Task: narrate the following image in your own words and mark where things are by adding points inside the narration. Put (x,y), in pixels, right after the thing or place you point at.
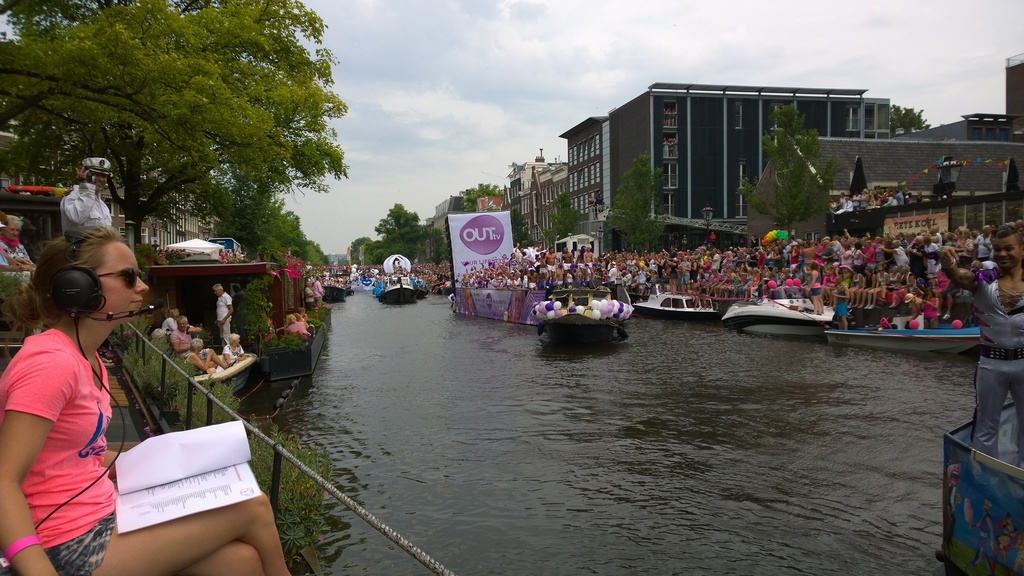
In the center of the image (399,306) we can see boats (385,299) in a canal (514,420). On the right side of the image (1016,90) we can see crowd (794,277), buildings (703,166), trees (782,196). On the left side of the image (99,510) we can see a person (91,520) sitting at the fencing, trees (159,126) and buildings (163,218). In the background (375,160) there is a sky (452,125) and clouds (484,117).
